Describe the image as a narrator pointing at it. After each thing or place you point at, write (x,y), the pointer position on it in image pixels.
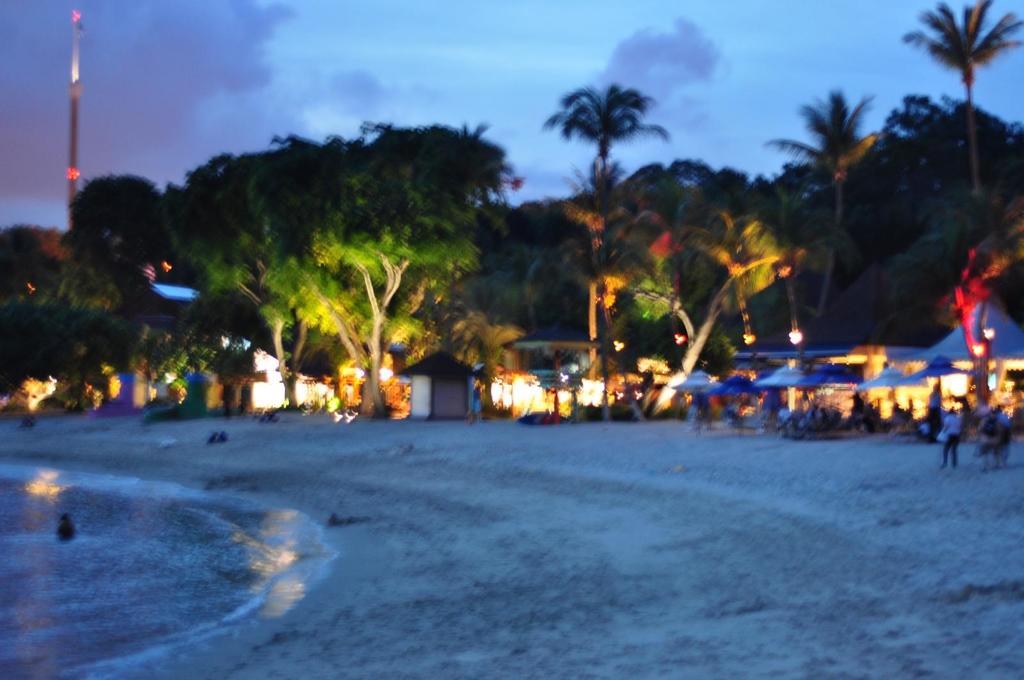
This image is taken outdoors. At the bottom of the image (579,589) there is a ground (501,502) and sea (142,612). At the top of the image (283,94) there is a sky (609,55) with clouds (647,49). In the middle of the image (460,373) there are a few stalls (554,364), tents (955,347) and rooms (281,381). A few people (808,410) are sitting on the chairs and a few (862,417) are standing on the ground (1013,444) and there are many trees (250,261). There is a tower (73,126).
